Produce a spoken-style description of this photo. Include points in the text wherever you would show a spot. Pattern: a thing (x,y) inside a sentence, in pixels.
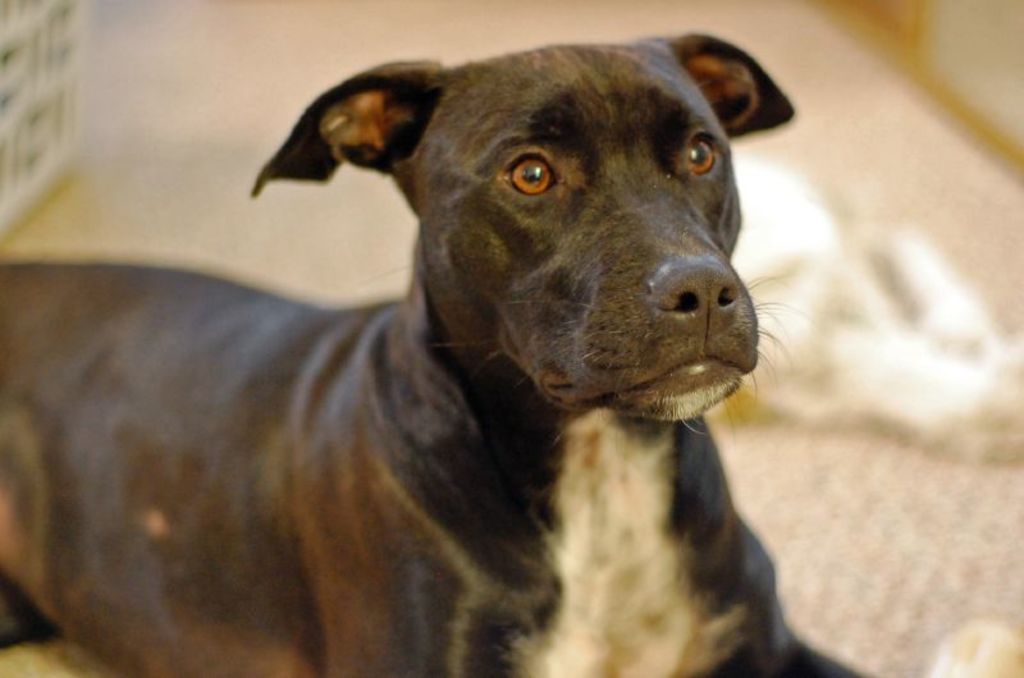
In the center of the image (532,226) we can see a dog (504,492) which is in black color.
